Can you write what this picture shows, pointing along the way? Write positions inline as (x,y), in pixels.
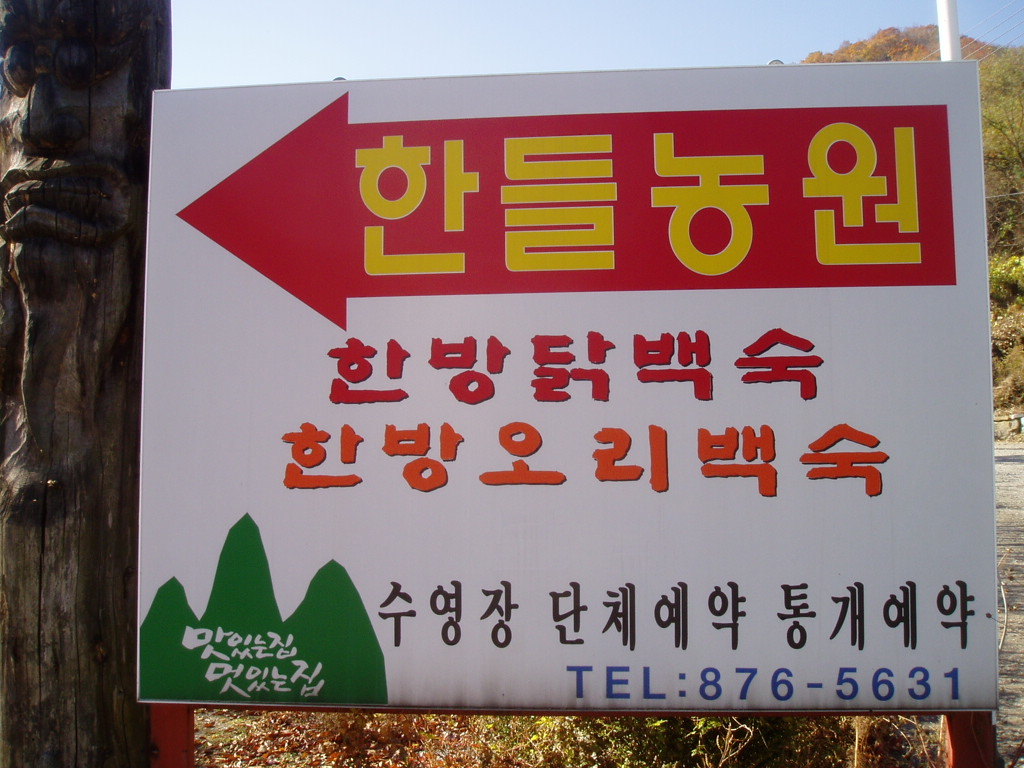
In the center of the image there is a sign board (917,80). In the background of the image (916,54) there are trees (1010,170).
